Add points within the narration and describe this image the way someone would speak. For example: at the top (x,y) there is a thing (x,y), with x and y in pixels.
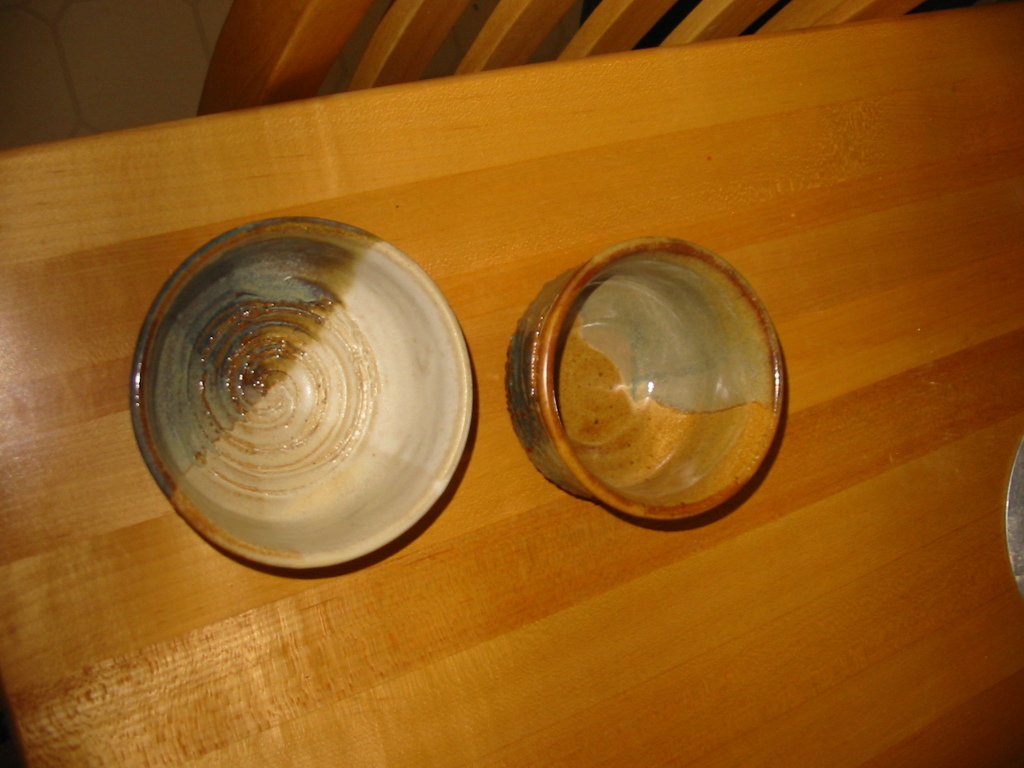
In this image there are two porcelain bowls (729,388) on a dining table (829,255).
